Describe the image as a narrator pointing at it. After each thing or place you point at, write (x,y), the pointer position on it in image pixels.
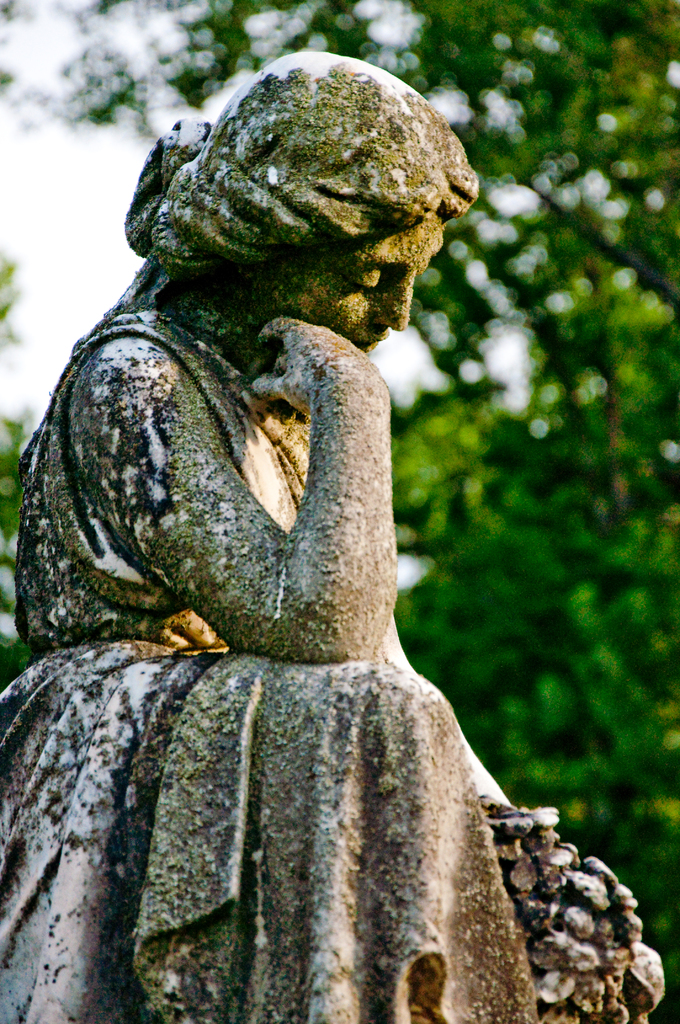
In this image we can see the statue (177,643) and there are some trees (505,670) in the background (558,340).
